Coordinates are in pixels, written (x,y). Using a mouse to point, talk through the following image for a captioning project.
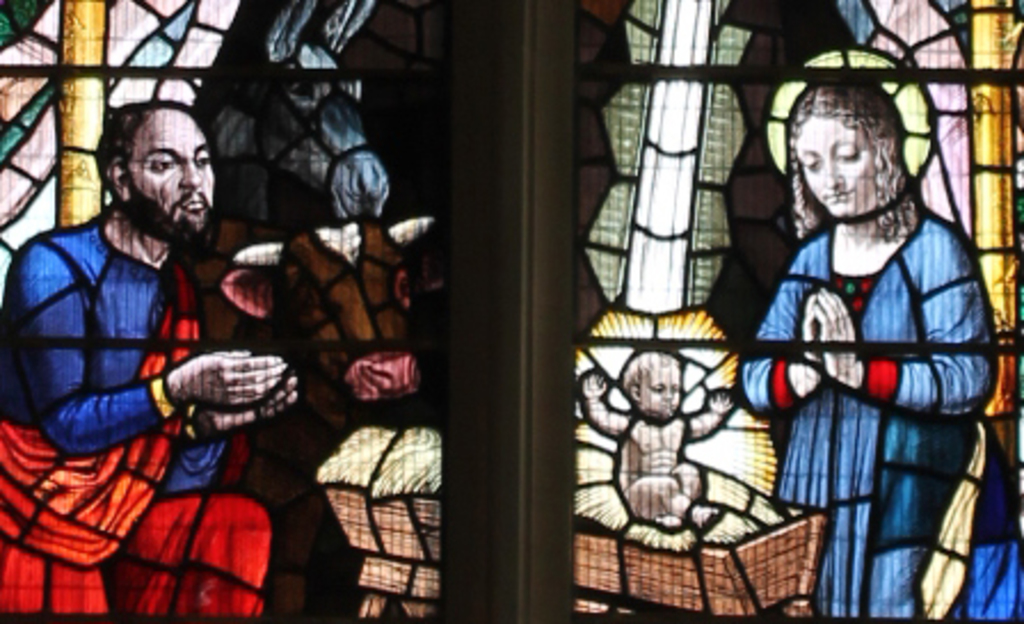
I see this is a depiction picture, where I can see a man (122,294), a woman (817,141), a baby (664,402) and 2 animals (224,125).
